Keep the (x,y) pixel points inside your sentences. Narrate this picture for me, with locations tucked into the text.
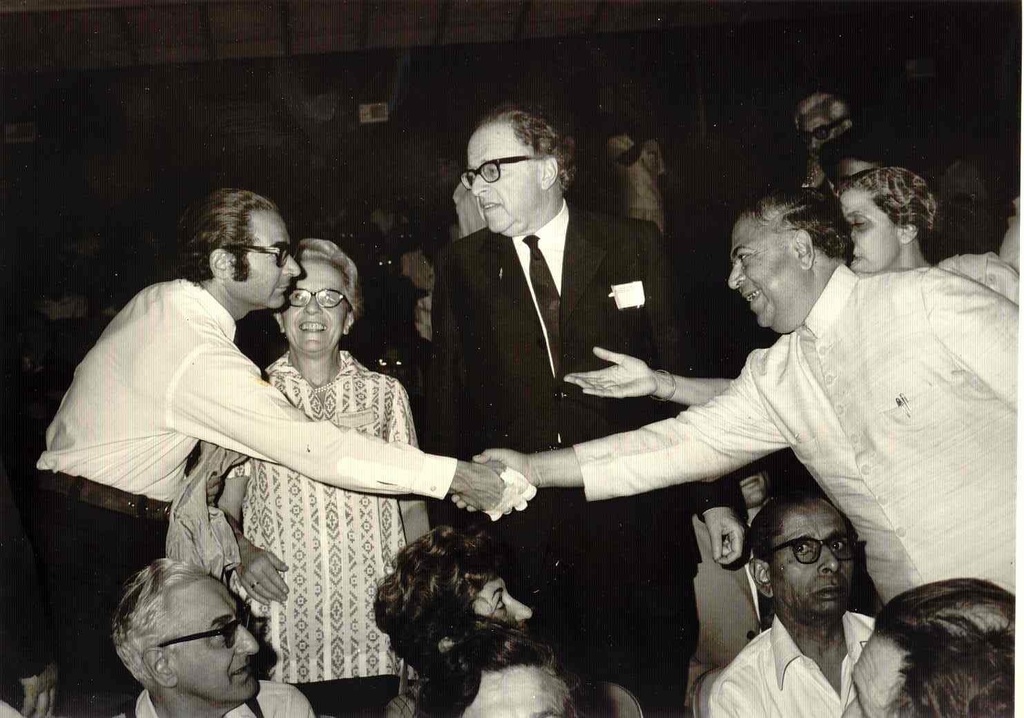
In this image we can see black and white picture of a group of people (576,216) standing and some people (870,678) are sitting on chairs (699,716).
